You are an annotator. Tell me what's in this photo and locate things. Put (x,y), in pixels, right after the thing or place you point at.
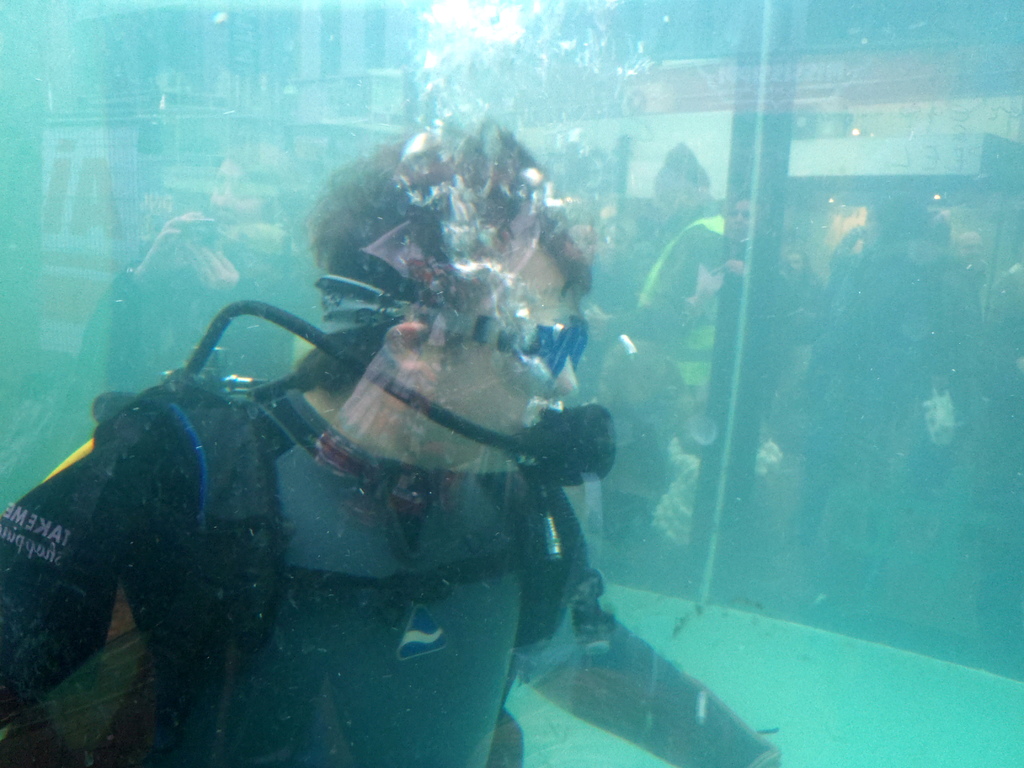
This image consists of a man (531,629) swimming in the tank (536,708). He is wearing an oxygen mask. And there is water (587,349) in the tank (851,642). In the background (339,141), there are many people (945,488) and a building (802,137).
